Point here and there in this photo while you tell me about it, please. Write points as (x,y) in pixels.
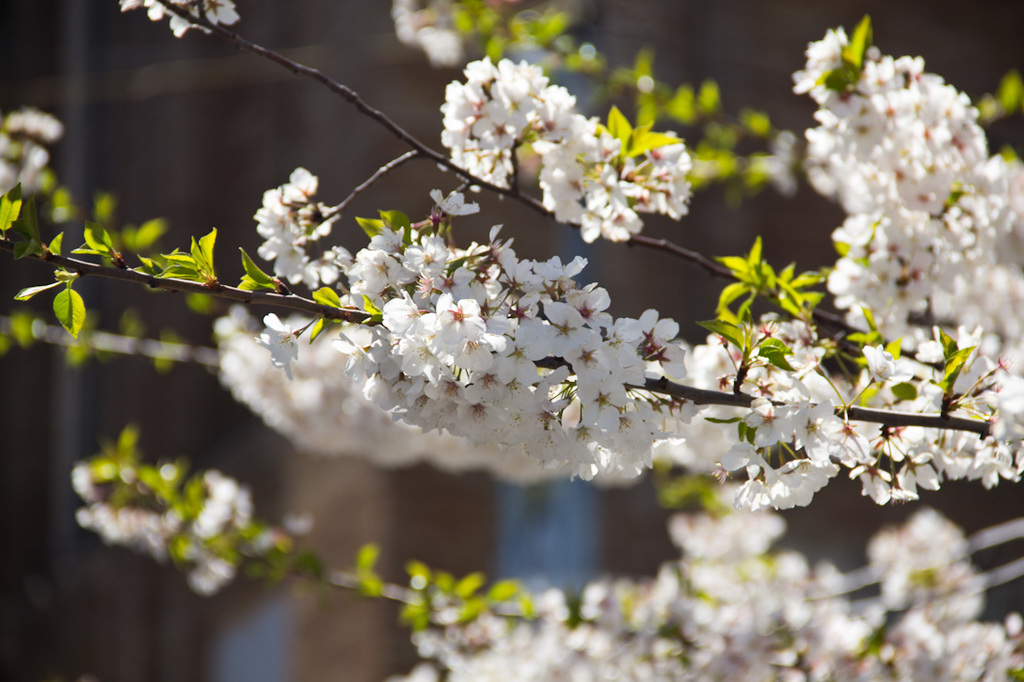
In the picture we can see a plant (682,657) with a group of flowers (869,170) which are white in color and behind the plant (496,152) we can see something (227,156) which is not clearly visible.
